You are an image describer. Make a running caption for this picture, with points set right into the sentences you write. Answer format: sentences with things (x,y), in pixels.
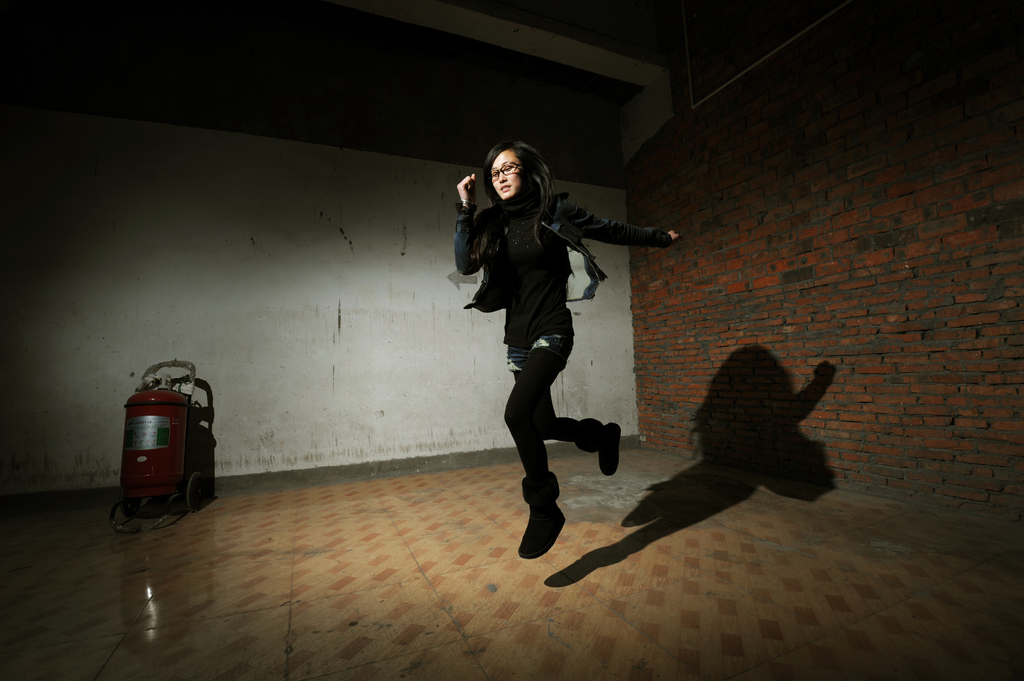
In this image I can see a woman (553,344). I can see something on the floor (516,621). In the background (337,294), I can see the wall (94,257).
